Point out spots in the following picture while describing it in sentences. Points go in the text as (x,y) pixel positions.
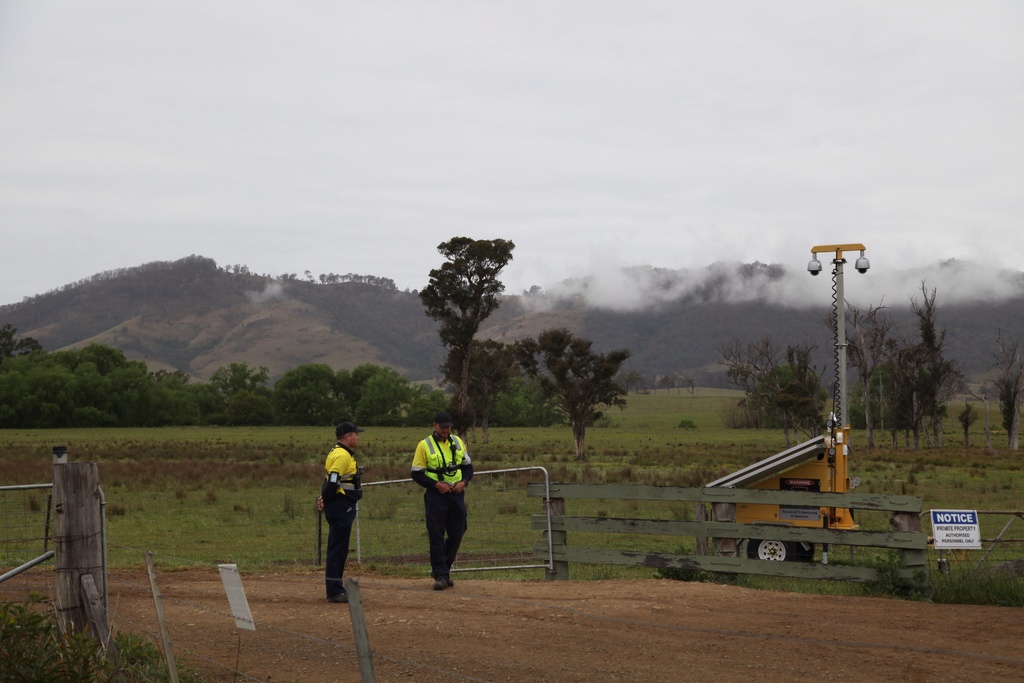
In the image in the center (442,451), we can see two persons (456,466) are standing. And we can see the banners (956,522), fences (768,565) and one vehicle (762,550). In the background (393,173), we can see the sky (106,193), clouds (69,191), trees (558,364), hills (886,332), smoke (853,263), plants (385,467) and grass (713,459).
